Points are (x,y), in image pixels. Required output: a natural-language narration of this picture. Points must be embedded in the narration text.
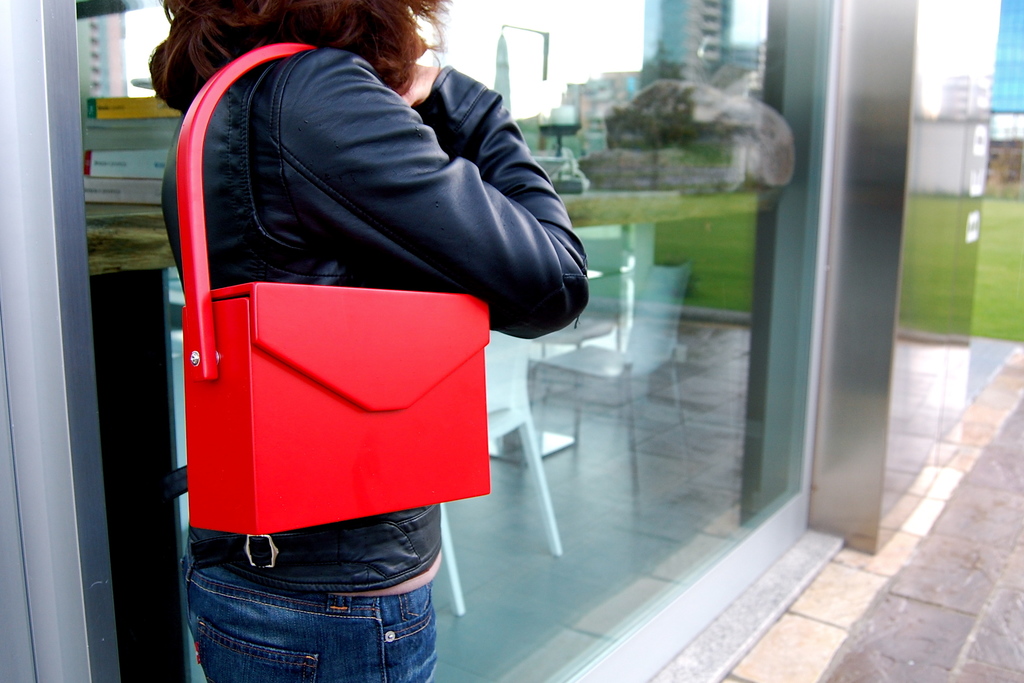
In this picture there is a person (382,171) standing in the foreground (447,295). At the back (683,102) there are chairs (649,322) behind the mirror (513,478) and there are reflections (733,149) of buildings (598,139) and there is a reflection (581,170) of tree (671,92), sky (517,2) and grass (710,287) on the mirror (692,148). On the right side of the image (1012,72) there is a building (1008,130). At the bottom (905,604) there is grass (1020,232) and there is a floor (947,499).
